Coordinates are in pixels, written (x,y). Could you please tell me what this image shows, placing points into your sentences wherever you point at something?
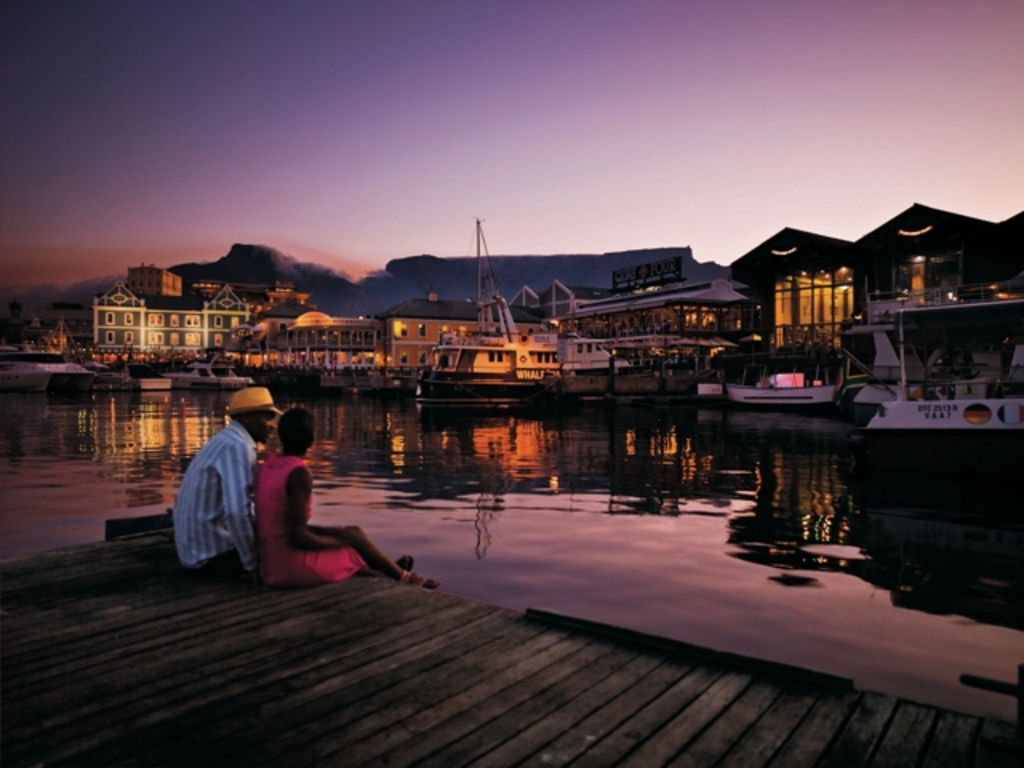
In this image, we can see people (249,550) sitting on the broad bridge (324,632) and one of them is wearing a cap (267,390). In the background (270,363), there are boats (135,376), buildings (213,288), lights (803,295), ships (525,333) and boards (627,276) and there are hills (422,262). At the top (511,171), there is sky (601,102) and at the bottom (642,541), there is water (659,554).
